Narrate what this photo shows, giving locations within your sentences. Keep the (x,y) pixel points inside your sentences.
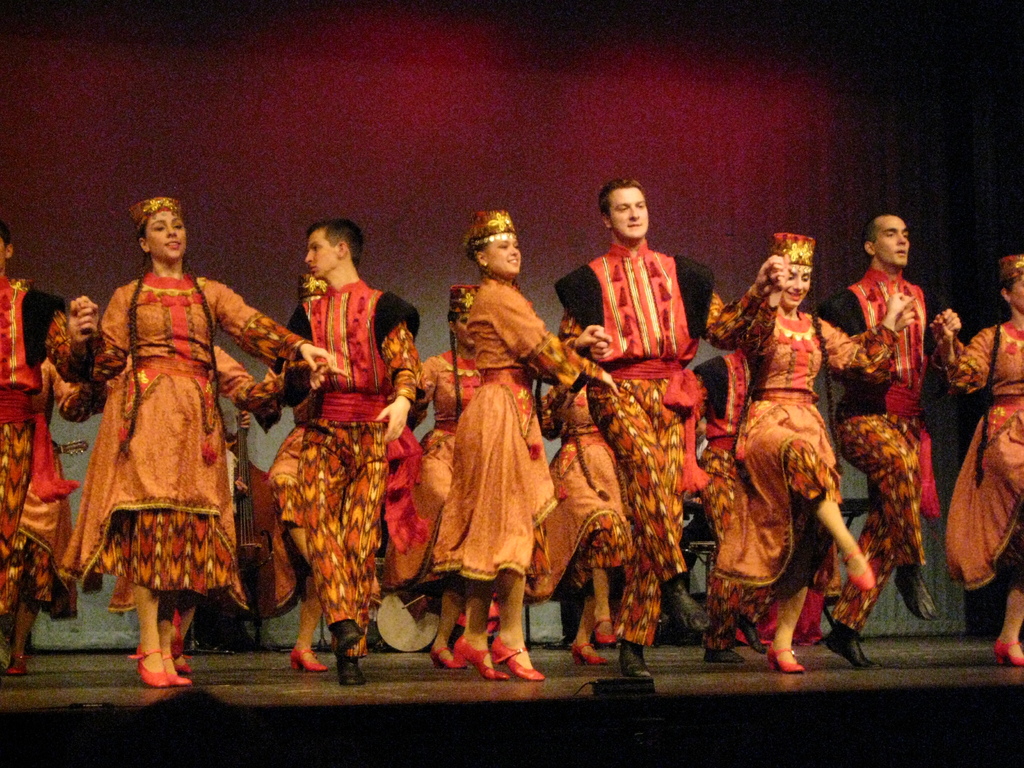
In this image, we can see a group of people (619,506) are dancing on the stage (851,669). Here we can see some black color object (618,689). Few people (662,356) are smiling. Background (494,124) we can see a curtain (530,162) and some musical instruments (266,620).
